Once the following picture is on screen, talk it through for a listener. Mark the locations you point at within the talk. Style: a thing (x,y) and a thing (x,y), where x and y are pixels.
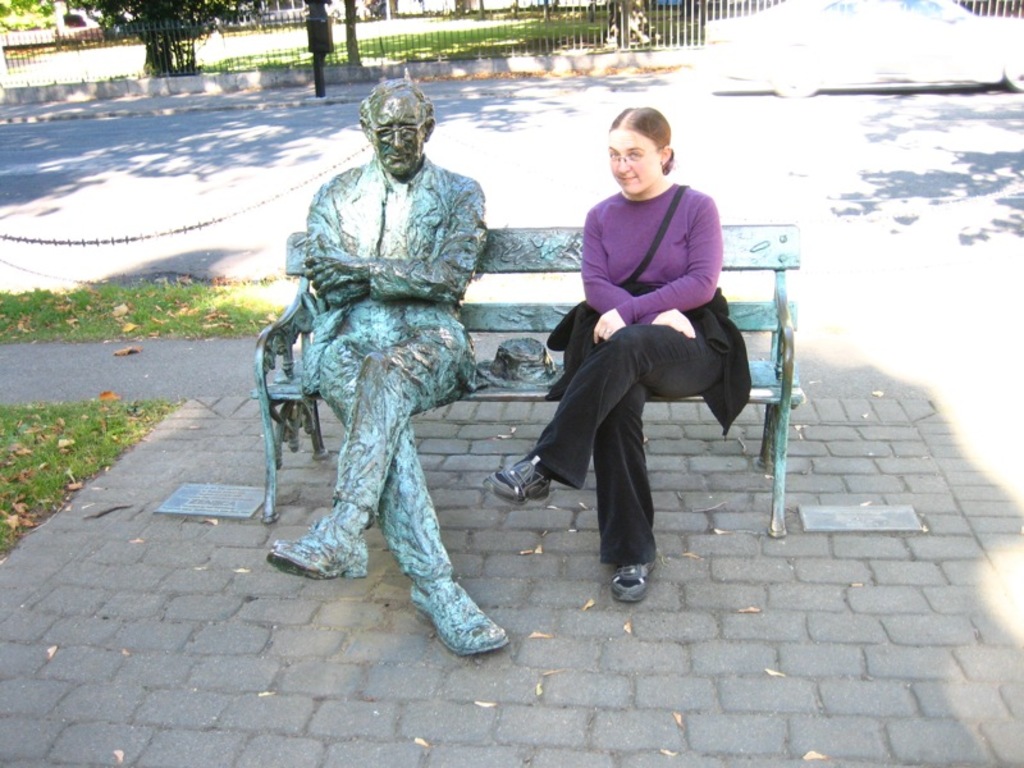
In this image we can see a bench (477,379) with a statue (379,375) and a person (581,345) sitting on the bench (742,263) beside the statue (383,202), there is a car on the road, railing (696,19) and trees (167,11) in the background (460,115).
